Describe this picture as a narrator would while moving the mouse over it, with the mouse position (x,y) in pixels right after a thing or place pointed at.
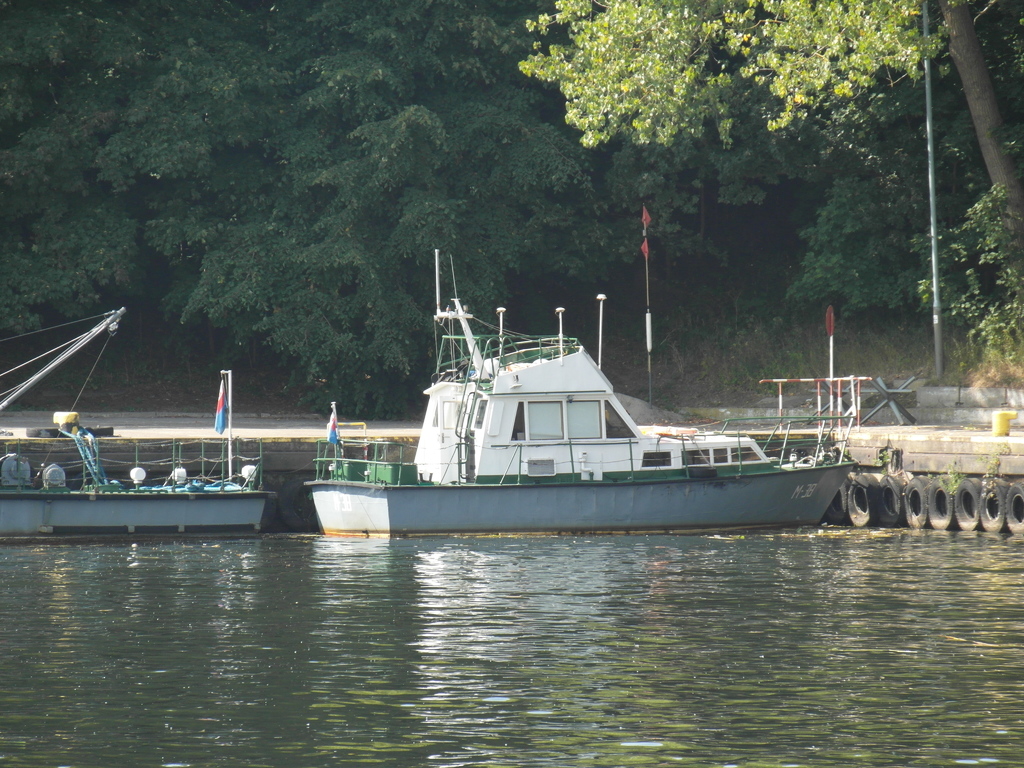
In the picture we can see water (302,664) and two boats (773,508) in it and beside the boats (757,519) we can see a path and trees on it and we can see a pole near the trees (903,40).
